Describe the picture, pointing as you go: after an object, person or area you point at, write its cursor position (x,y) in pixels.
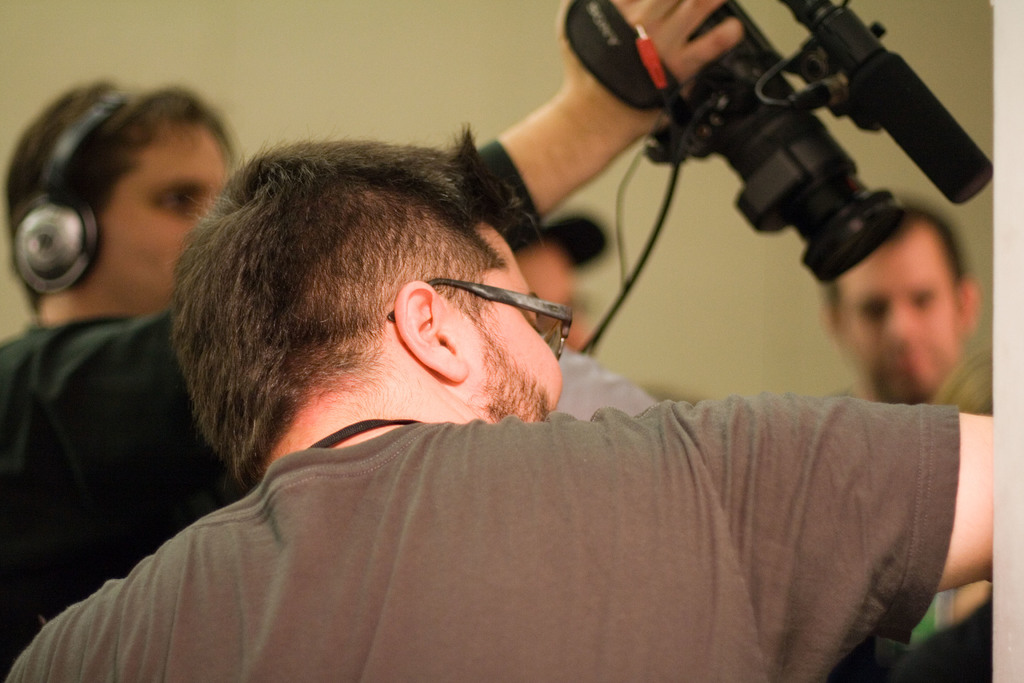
In this picture there is a man (459,339) wearing spectacles (557,333) was standing and there is another man (105,260) in the background (99,231) wearing a headset (97,220) and holding a video camera (721,125) in his hand (707,56). There is a wall (310,73) here.
